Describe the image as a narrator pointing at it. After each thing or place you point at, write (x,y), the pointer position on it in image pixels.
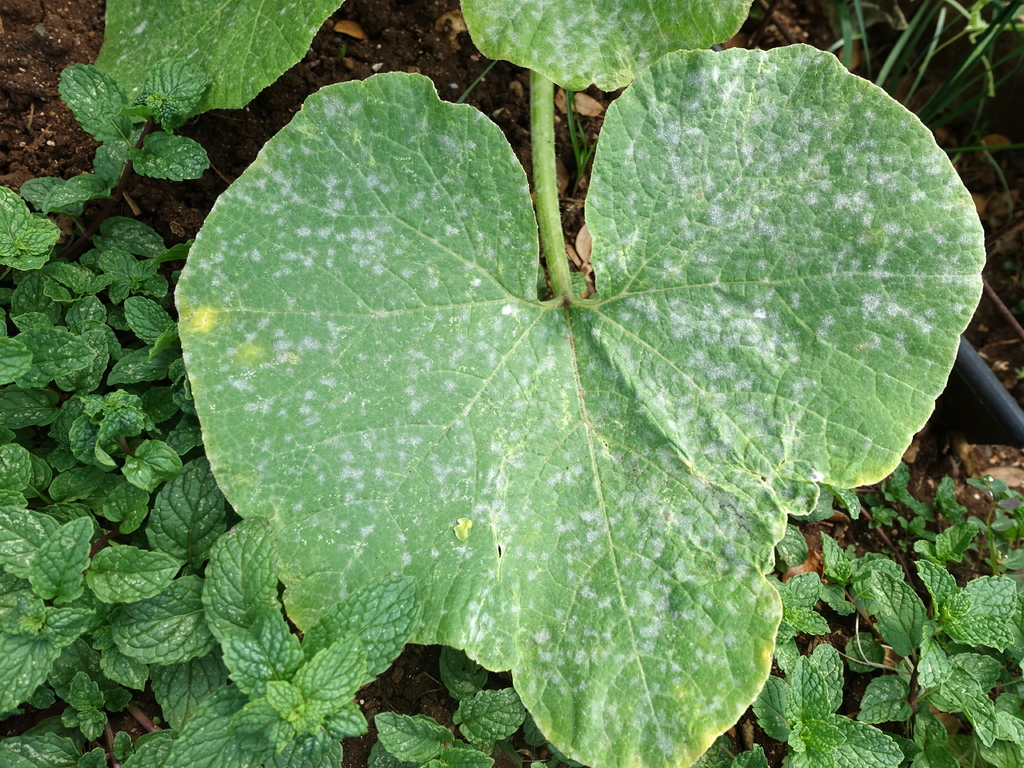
In this image we can see there is a big leaf (582,369) in the middle (557,369) on which there are white spots (660,405). At the bottom (148,598) there are small mint plants (106,439) on the ground (27,95). On the right side (969,380) there is a pipe (983,387).
